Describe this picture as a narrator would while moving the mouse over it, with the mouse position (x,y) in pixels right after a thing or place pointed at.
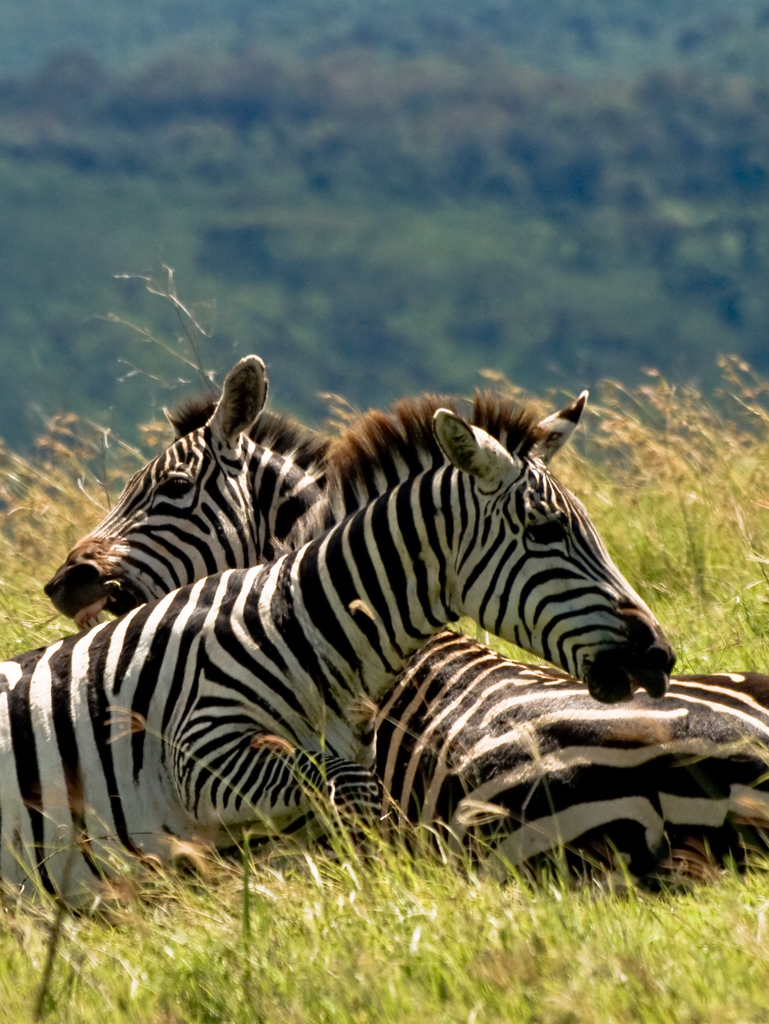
In this image we can see two animals (294,718). We can see the grass (177,1013). In the background (221,374), we can see a group of trees (411,340).
